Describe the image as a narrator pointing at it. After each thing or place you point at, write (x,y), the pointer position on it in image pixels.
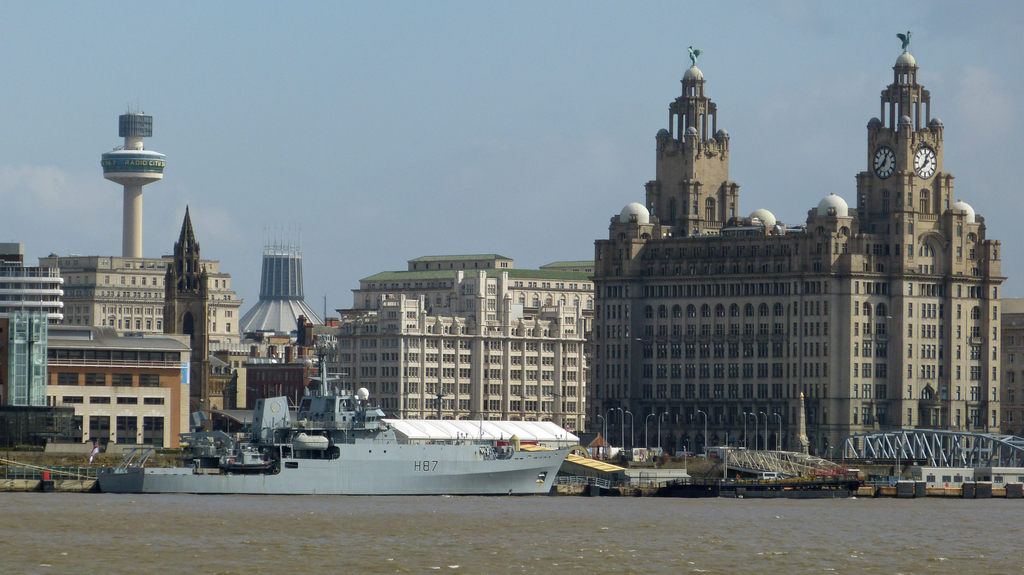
In this image we can see there is a ship (377,456) on the river (495,520), behind that there are buildings (395,334), in front of the buildings (692,397) there are few poles (757,438) and bridges (797,457). In the background (455,211) there is the sky (436,208).
